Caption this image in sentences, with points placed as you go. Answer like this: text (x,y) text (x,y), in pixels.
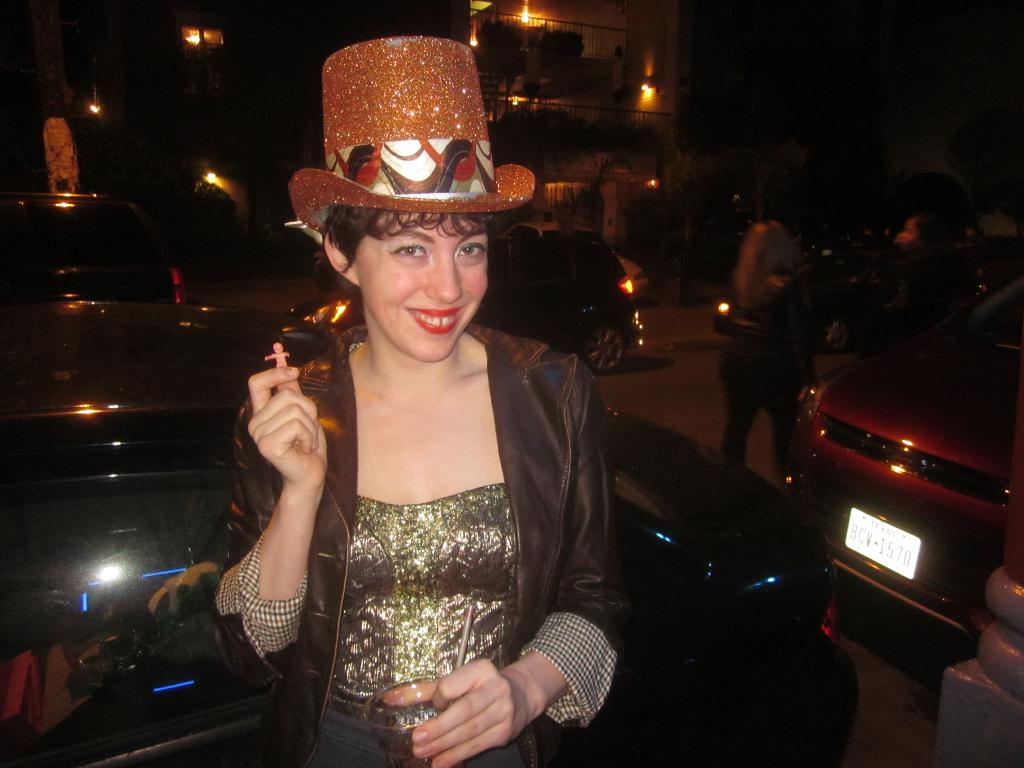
In this image I can see there are persons (549,355) standing and holding an object (408,677). And there is a road (629,355). On the road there are cars (72,389). And at the back (604,141) there is a building (608,106), Lights (641,83) and trees (205,228).
